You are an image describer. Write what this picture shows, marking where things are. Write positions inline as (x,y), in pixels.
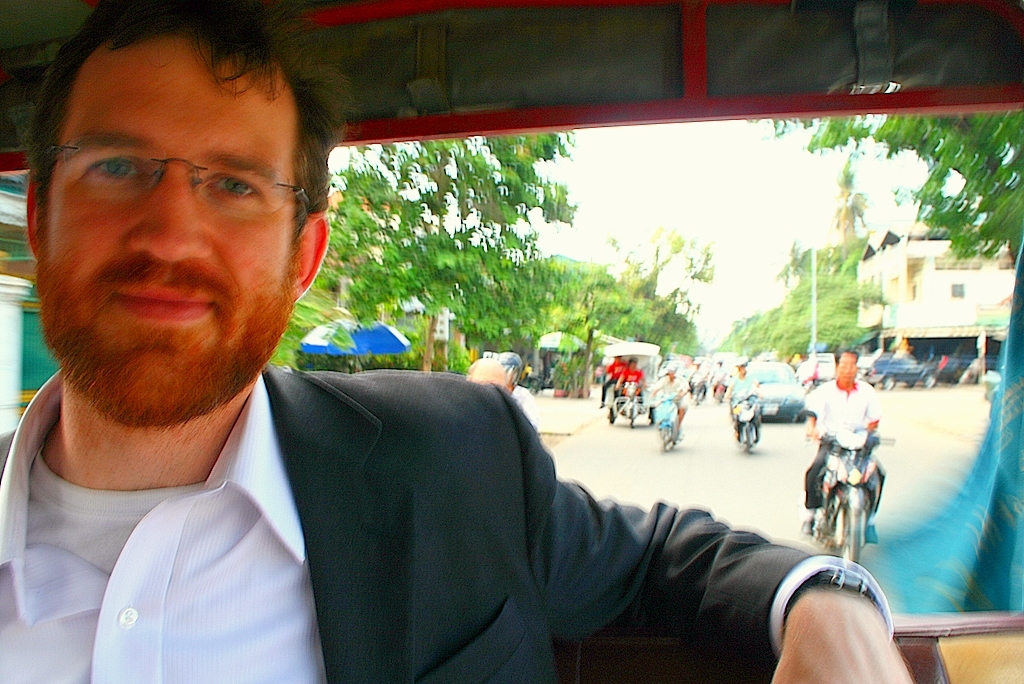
In this image I can see a person (188,474) wearing the white and black color dress (307,592) and sitting inside the vehicle (645,628). In the background (813,457) I can see few people (811,506) are riding the motor bikes (670,442) and the vehicles (683,370) on the road (718,466). These people (677,383) are wearing the different color dresses (527,409). To the side of the road (721,489) I can see the umbrellas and many trees (470,303). To the right (948,289) I can see the building (889,303). In the background (711,269) I can see the sky (589,202).
